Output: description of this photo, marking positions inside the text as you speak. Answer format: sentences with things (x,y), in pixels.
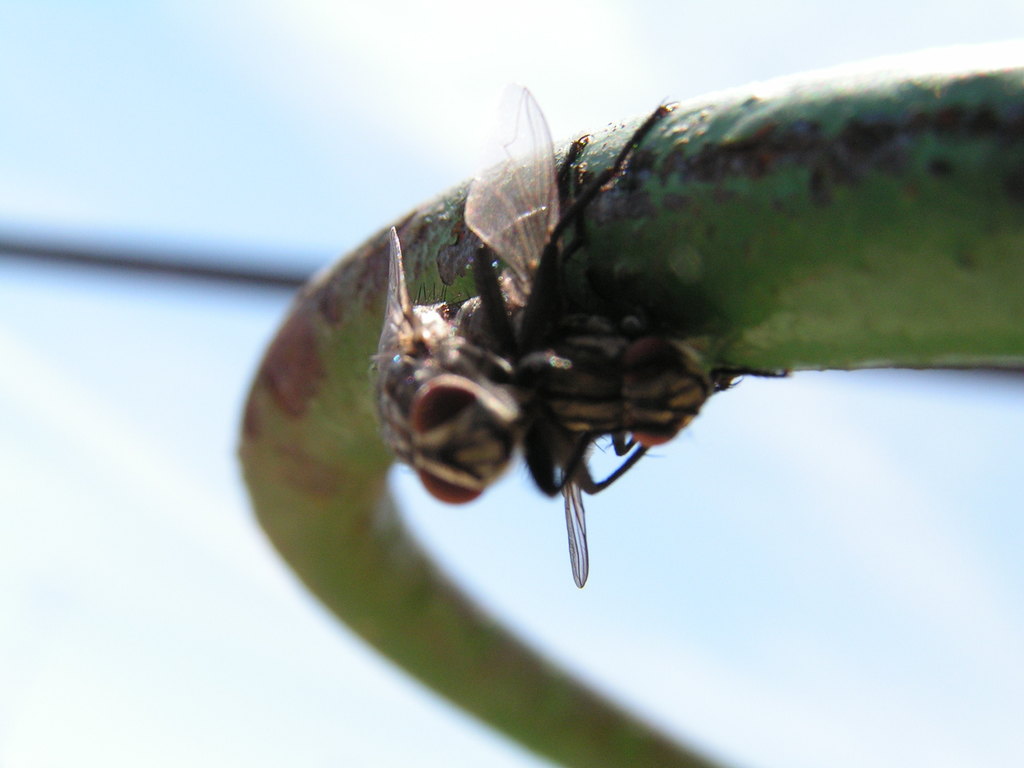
In this image I can see green colour thing (618,719) and on it I can see few insects (554,287). I can see this image is little bit blurry from background (66,683).
